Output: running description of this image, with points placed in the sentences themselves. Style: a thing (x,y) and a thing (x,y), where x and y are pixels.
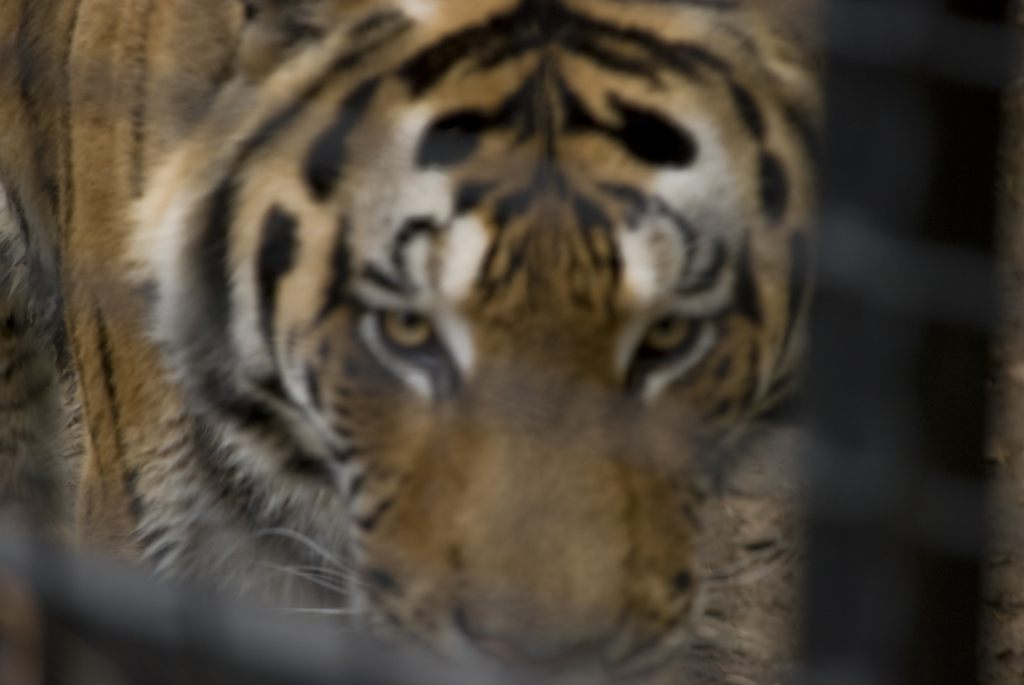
In this image I can see a tiger (234,413).
